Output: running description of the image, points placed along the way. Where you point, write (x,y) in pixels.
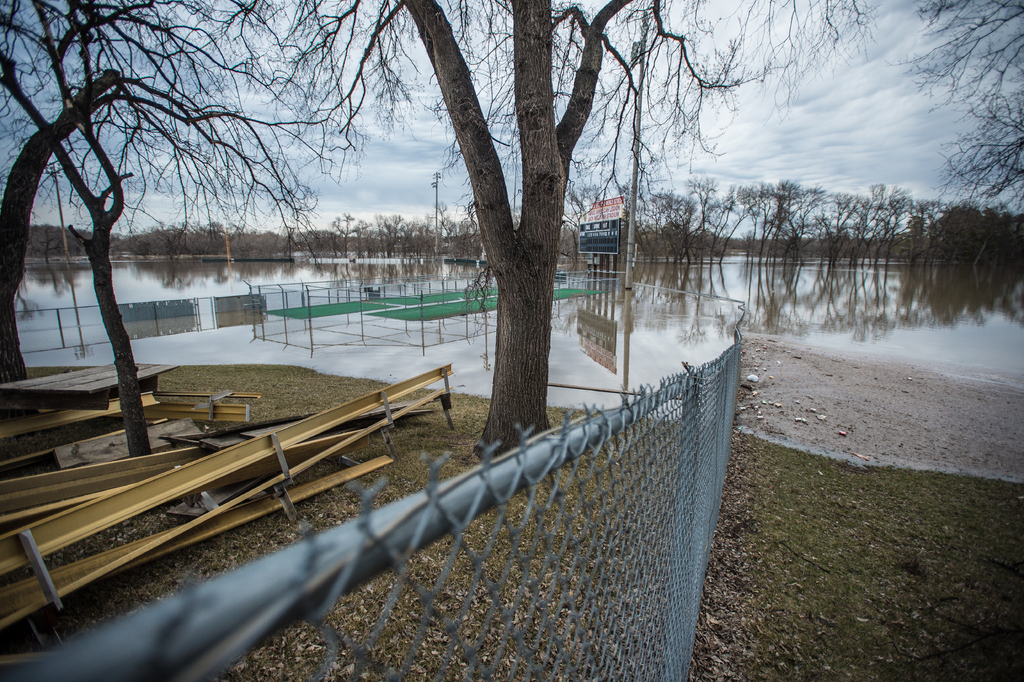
In this picture we can see the grass (837,599), fences (516,551), metal objects (318,420), trees (2,308), poles (64,227), boards (608,214), water (336,275) and some objects (250,260) and in the background (824,77) we can see the sky (824,77) with clouds (609,122).
